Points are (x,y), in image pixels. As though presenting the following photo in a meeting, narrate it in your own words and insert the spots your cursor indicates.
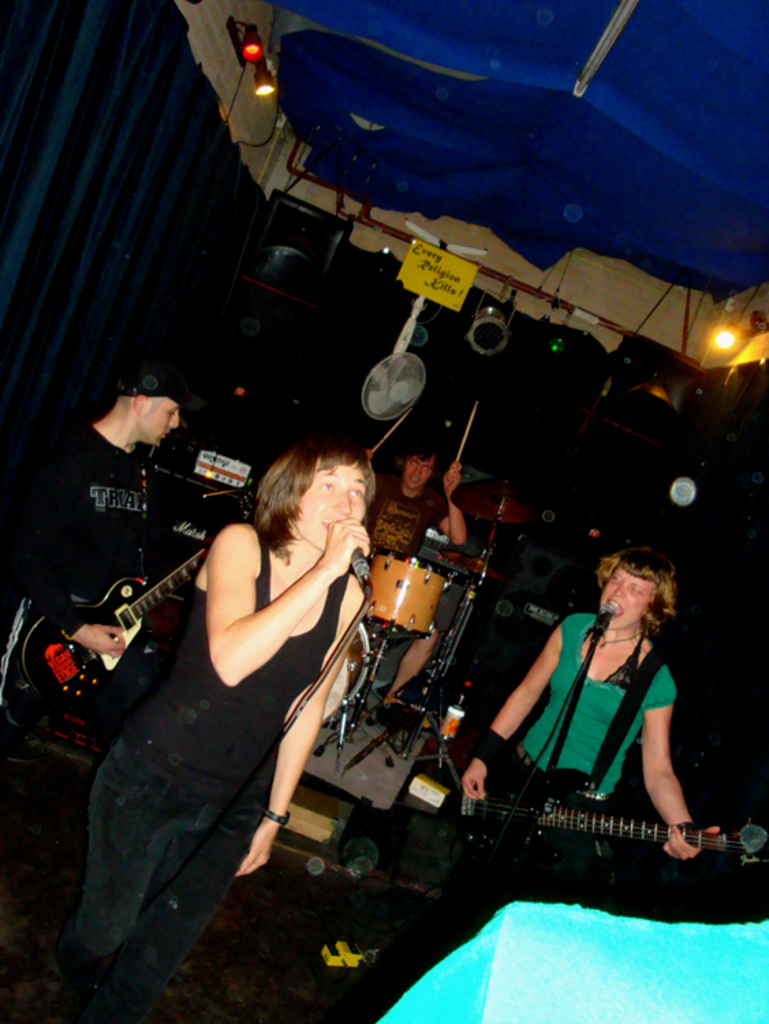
In this image, In the middle (260,560) there is a woman (136,837) standing and she is holding a microphone (363,579) which is in black color, In the right side (603,739) there is a person (599,762) standing and holding a music instrument (570,815) which is in black color, In the background (423,530) there are some people (408,485) playing the music instruments (456,555) and in the top (417,97) there is a blue color curtain (633,104).
